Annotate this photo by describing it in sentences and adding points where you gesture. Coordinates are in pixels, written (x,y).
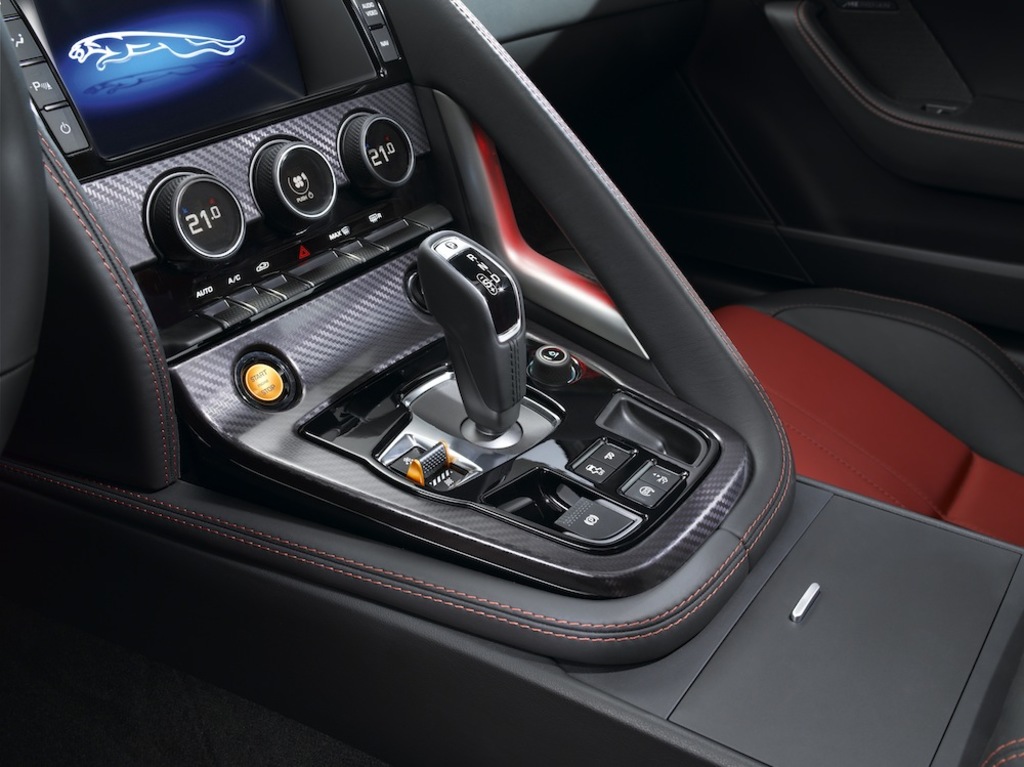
In this image we can see an inside view of a car (324,171), there is a screen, there is a seat (887,400) towards the right of the image (883,417), there are buttons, there is a gear stick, there's the door (880,157) towards the top of the image (945,88), there is an object (32,239) towards the left of the image (27,151).
